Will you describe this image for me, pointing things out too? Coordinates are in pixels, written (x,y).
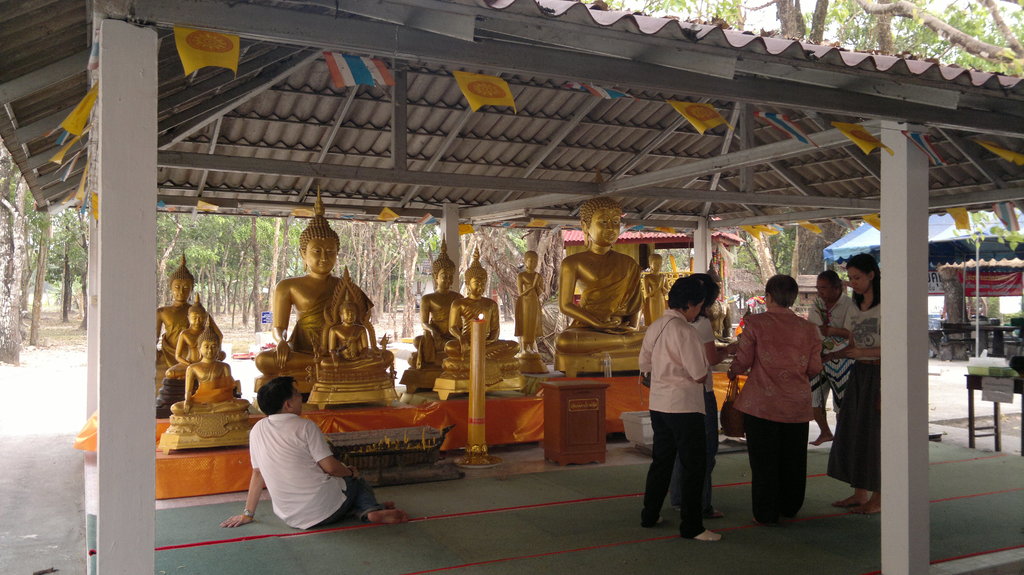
In this image I can see few persons (753,417) are standing on the ground (443,536) and a person (364,478) is sitting on the ground (427,528). I can see few statues (377,351) of persons (316,311) sitting which are gold in color, few pillars (890,231), few flags (965,225) and the shed (437,170). In the background (953,6) I can see few trees (201,239), a tent (958,238) which is blue in color and the sky (768,19).
